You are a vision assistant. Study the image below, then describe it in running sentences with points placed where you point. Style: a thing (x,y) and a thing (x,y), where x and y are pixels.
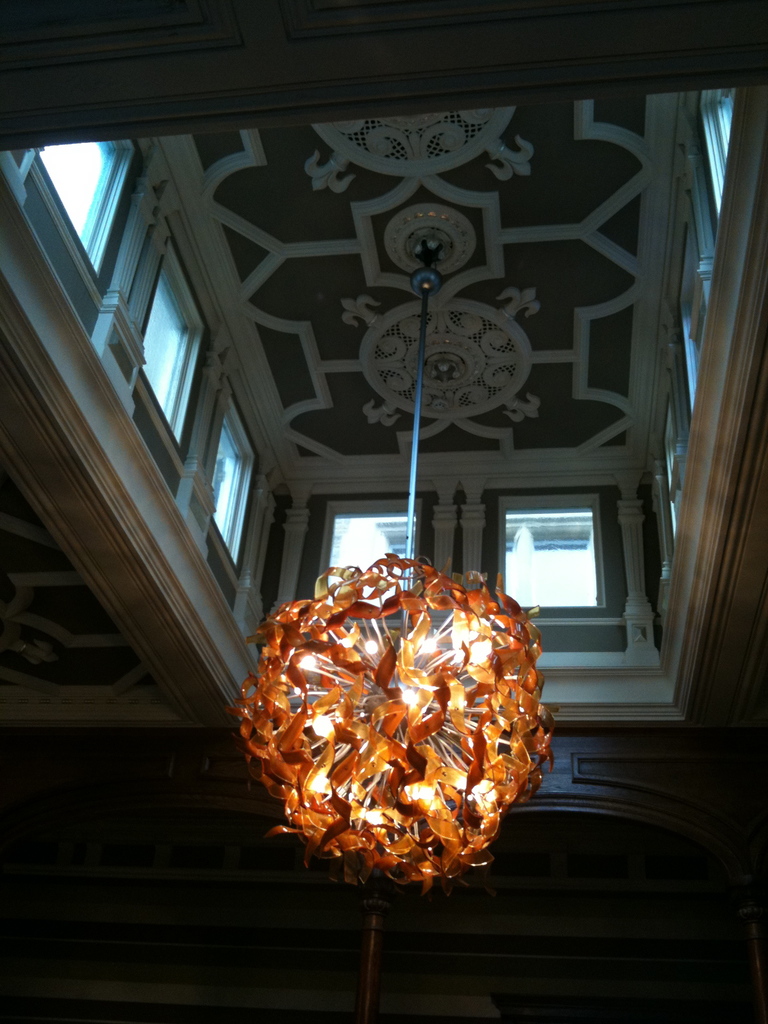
An inside picture of a building (294,839). Here we can see chandelier (409,641) and glass windows (168,277).
